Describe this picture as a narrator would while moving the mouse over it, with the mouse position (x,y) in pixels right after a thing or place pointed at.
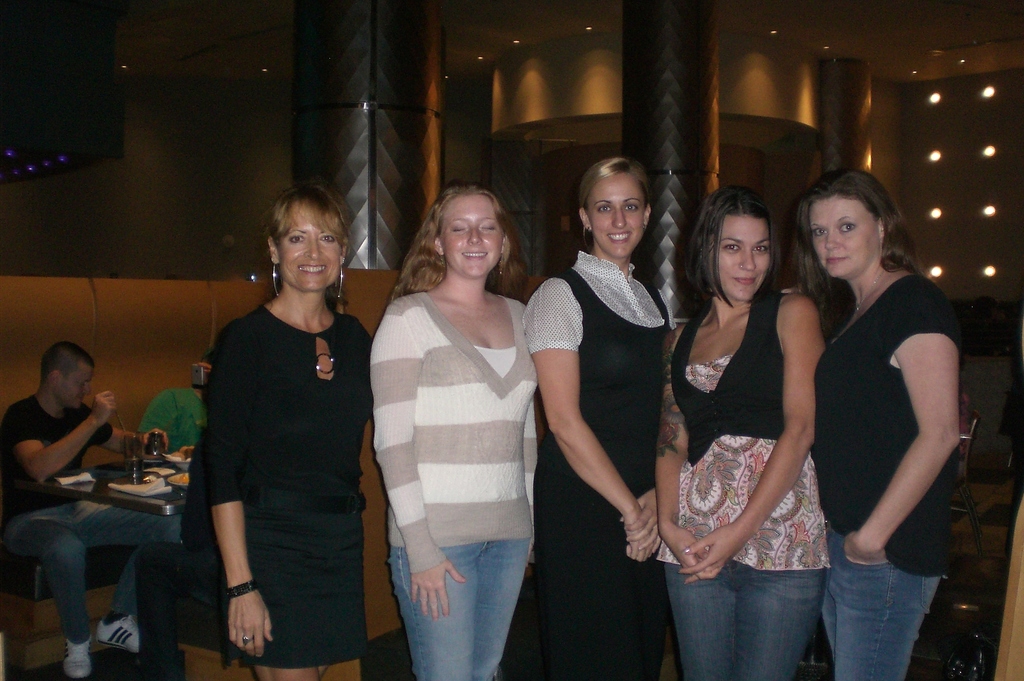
In the image we can see there are women (444,415) standing and behind there are people (49,440) sitting on the sofa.
